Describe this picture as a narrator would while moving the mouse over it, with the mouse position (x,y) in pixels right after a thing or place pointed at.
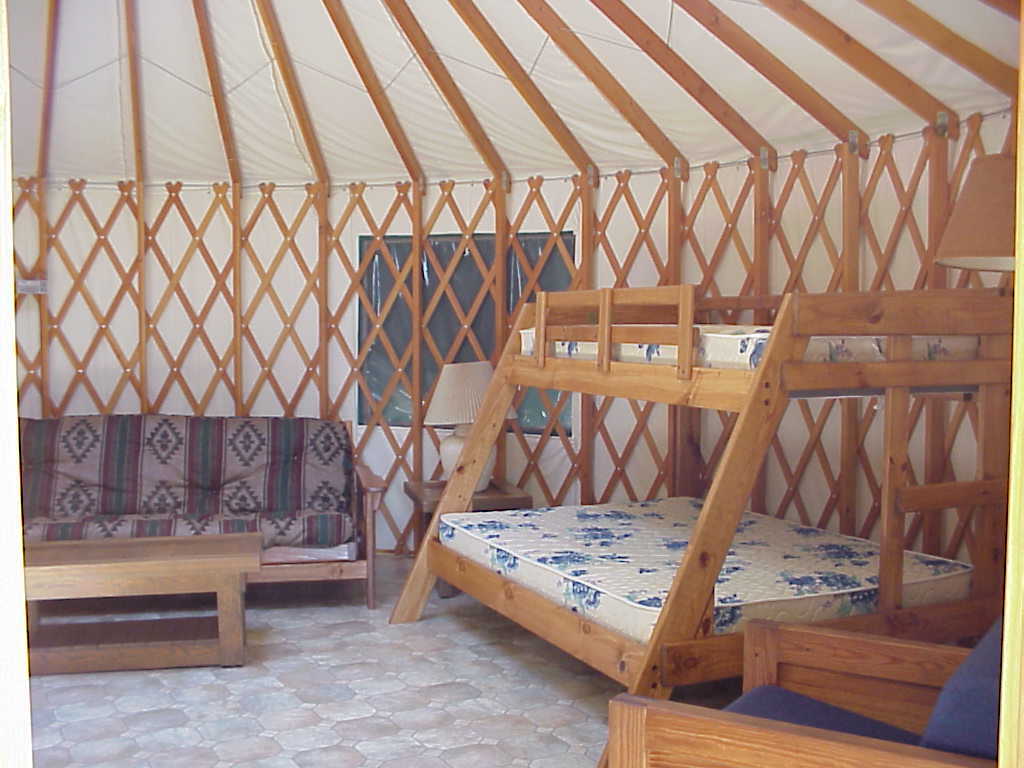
This image is taken from inside. In this image there is a sofa (309,463), in front of the sofa (187,519) there is a table (129,574). On the right side of the image (754,610) there is a chair (861,682) and a double bed (611,374). At the bottom of the image (299,700) there is a floor (266,587).
